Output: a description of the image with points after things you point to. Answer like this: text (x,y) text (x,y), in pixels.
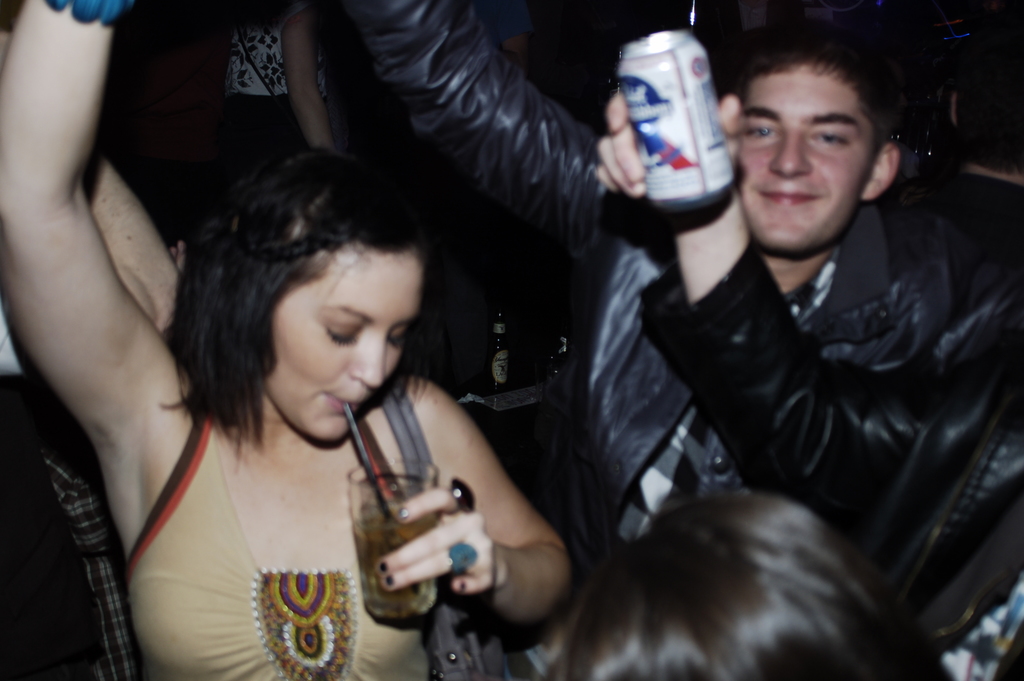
In this picture we can see woman (405,518) holding a glass (431,479) of juice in her hand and drinking it with a straw (364,450) which is in her mouth (342,407). Here we can see a man (866,158) wearing a black jacket (694,403) holding a smile (768,194) on his face (807,213). At the right side of the picture (839,386) we can see a hand (708,242) of a person (757,341) holding a tin (699,101) in his hand (627,158).
